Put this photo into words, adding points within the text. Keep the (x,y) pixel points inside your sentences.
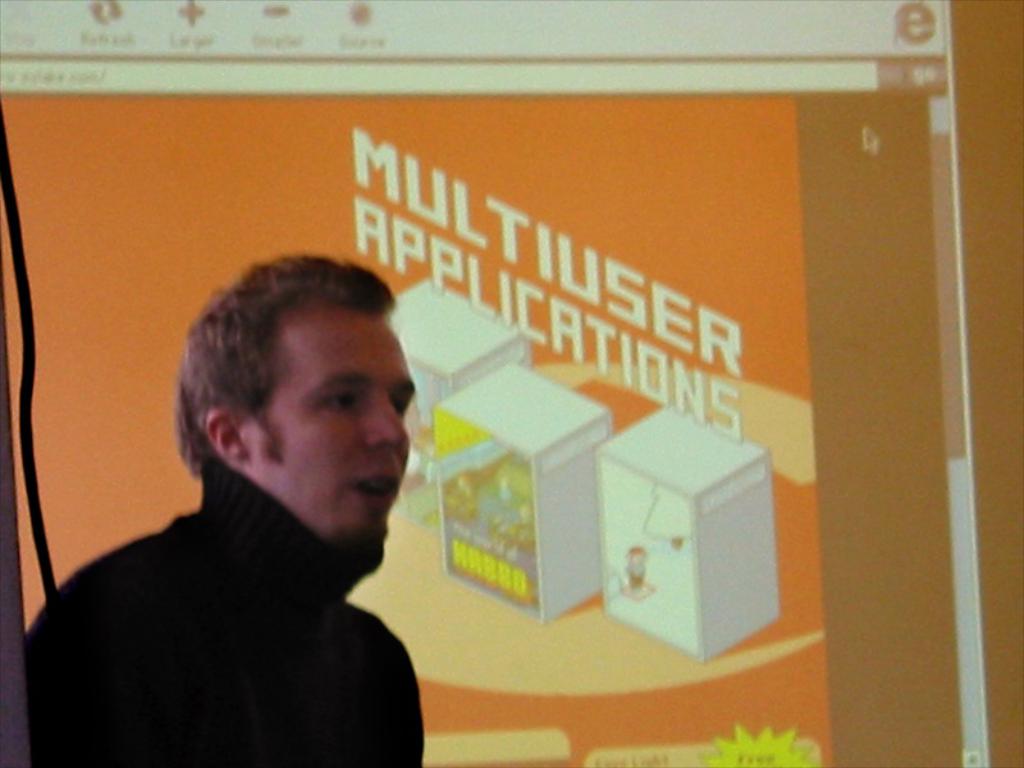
There is a person (259,602) wearing black dress (259,602) is in the left corner (302,599) and there is a projected image (480,241) in the background (619,422).
